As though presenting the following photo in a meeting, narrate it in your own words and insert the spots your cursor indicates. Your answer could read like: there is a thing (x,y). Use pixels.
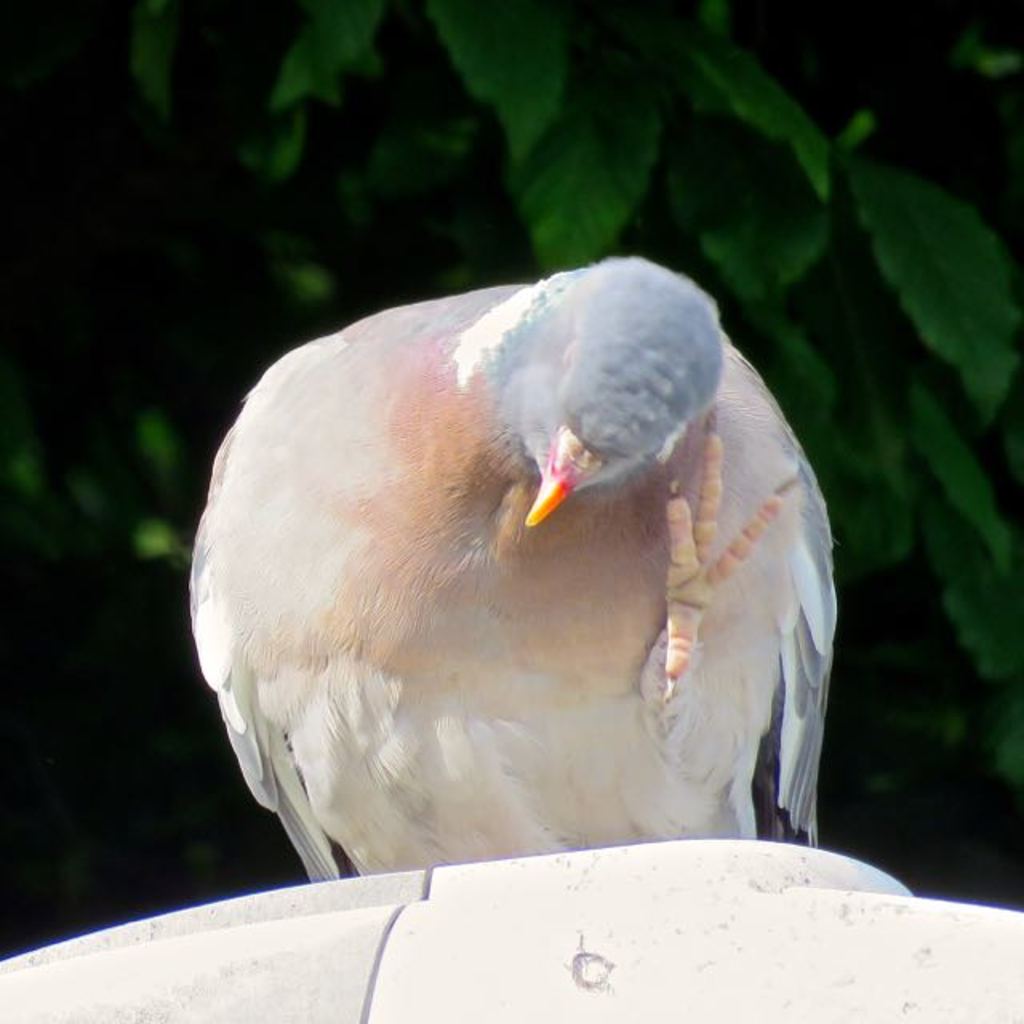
In this image I can see the bird (379,636) which is in ash and brown color. It is on the white color surface (343,980). In the background (204,218) I can see the trees (398,198).
